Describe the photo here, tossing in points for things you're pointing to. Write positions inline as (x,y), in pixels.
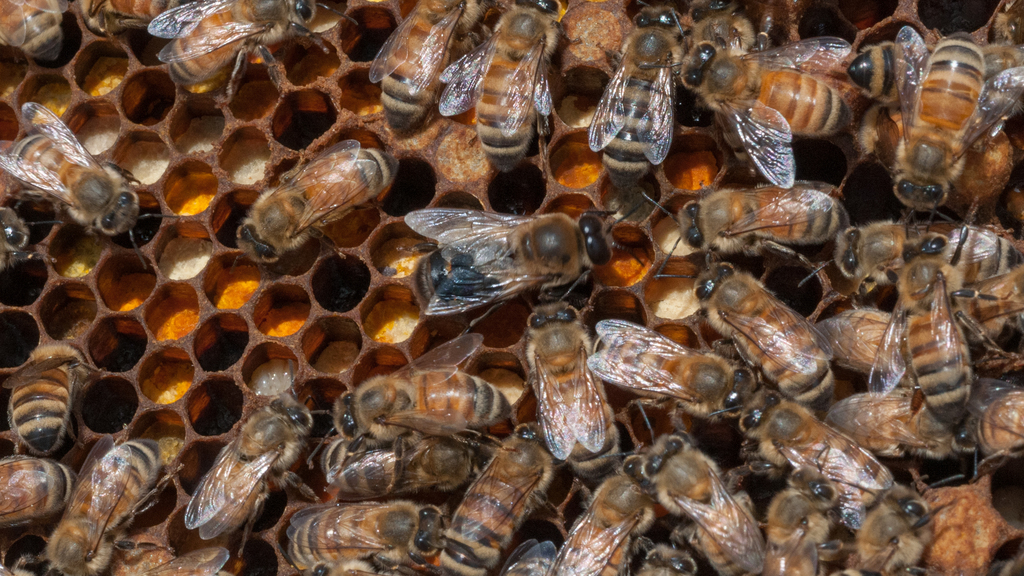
In this picture i can see honey bees (464,271) on a honeycomb (292,320).
